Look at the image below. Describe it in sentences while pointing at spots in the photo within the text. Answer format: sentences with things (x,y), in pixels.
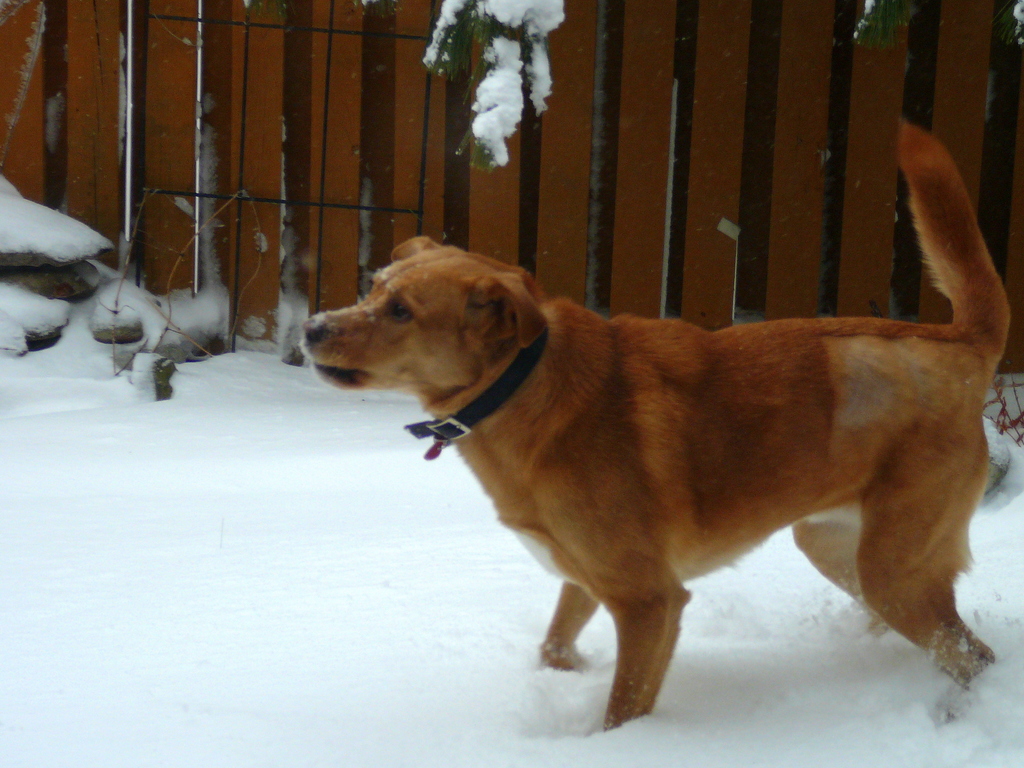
In this image there is a dog (497,456) standing on the snow (682,653), and in the background (239,235) there are iron grills (239,247) and snow (488,117).
